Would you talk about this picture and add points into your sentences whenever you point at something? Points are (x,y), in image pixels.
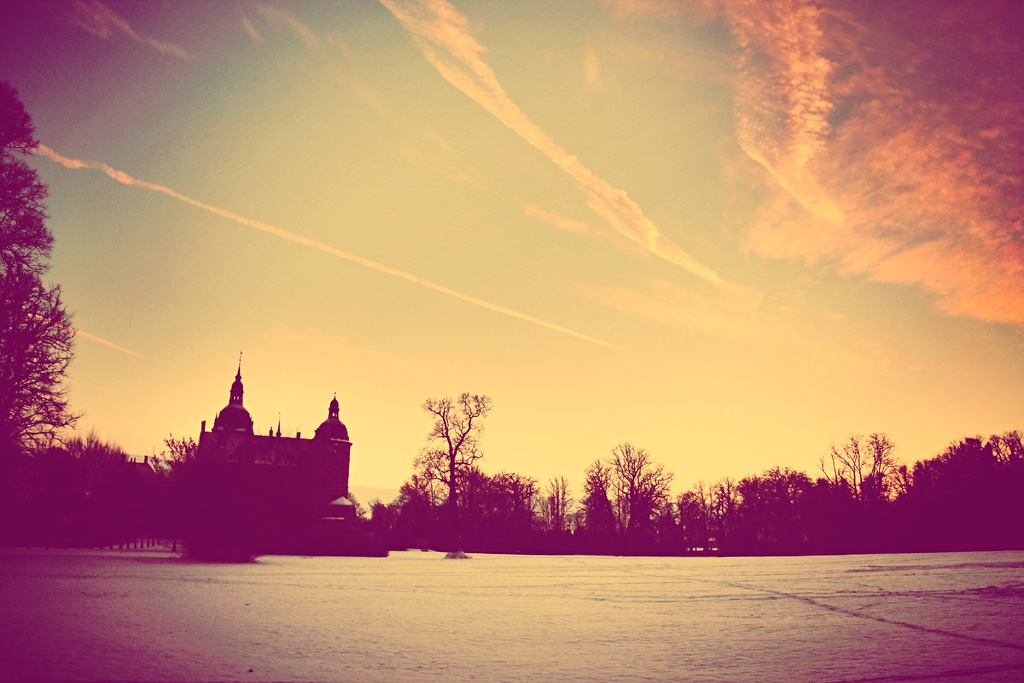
In this picture I can see the water (516,656) at the bottom (593,648), in the background (242,542) there is a building (252,488) and there are trees (632,504). At the top (571,180) there is the sky (670,262), it is an edited image.
